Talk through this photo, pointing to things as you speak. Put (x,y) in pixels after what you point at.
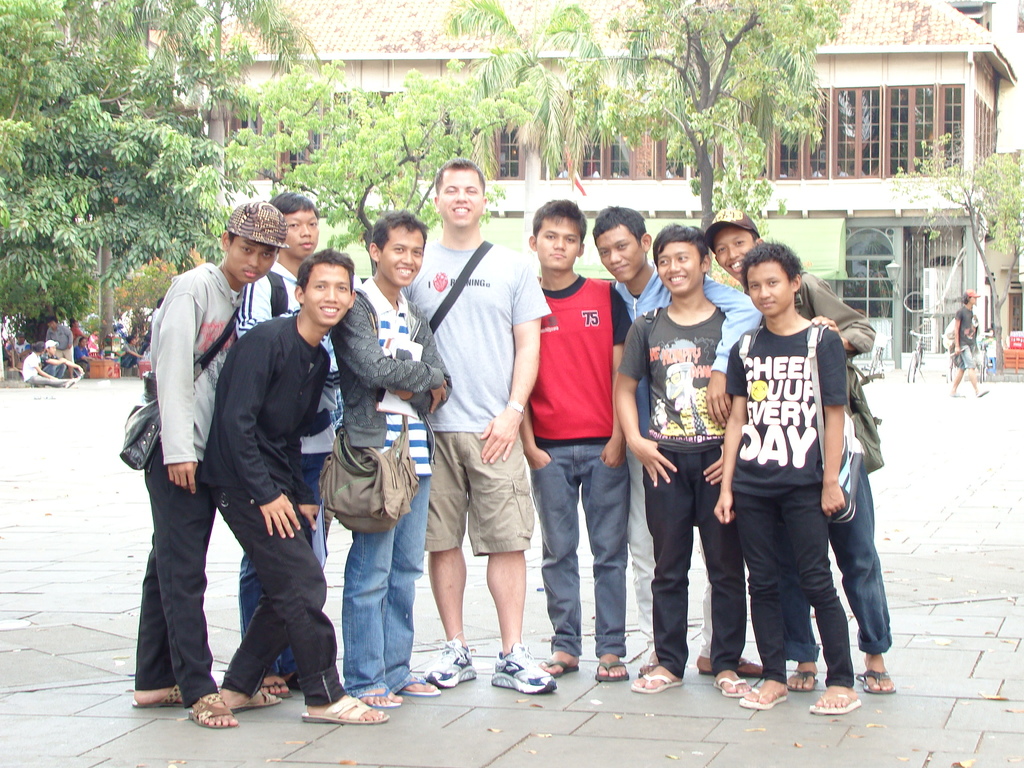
In this image there are group of persons (554,460) standing, the persons (373,425) are wearing bags (356,470), there are trees (717,94) truncated towards the top of the image (530,59), there are trees (1009,175) truncated towards the right of the image (984,196), there are trees (44,164) truncated towards the left of the image (24,80), there are persons (47,380) sitting, there is a person (968,341) walking, there are bicycles (916,362), there is a building (898,351) truncated towards the top of the image (823,155), there are windows (868,143).
